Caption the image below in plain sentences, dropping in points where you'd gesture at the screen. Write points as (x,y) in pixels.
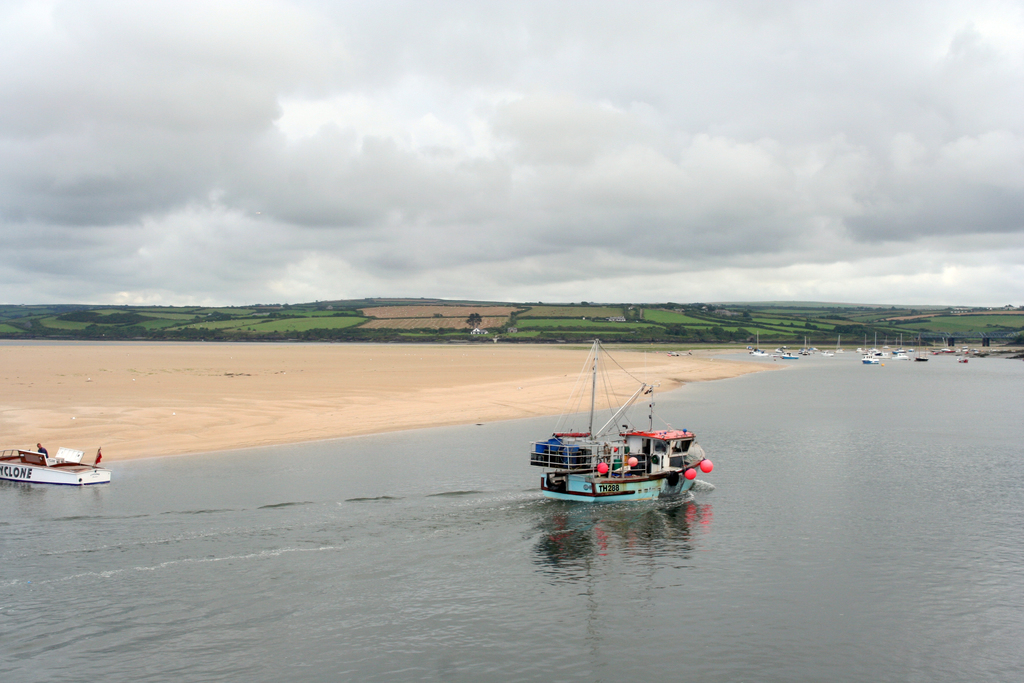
In this picture there are boats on the water (823,474). At the back (710,321) there are fields (874,309) and there are trees (276,338). At the top (261,118) there is sky (380,121) and there are clouds (497,141). At the bottom (313,567) there is water (311,445) and there is sand (292,393).
